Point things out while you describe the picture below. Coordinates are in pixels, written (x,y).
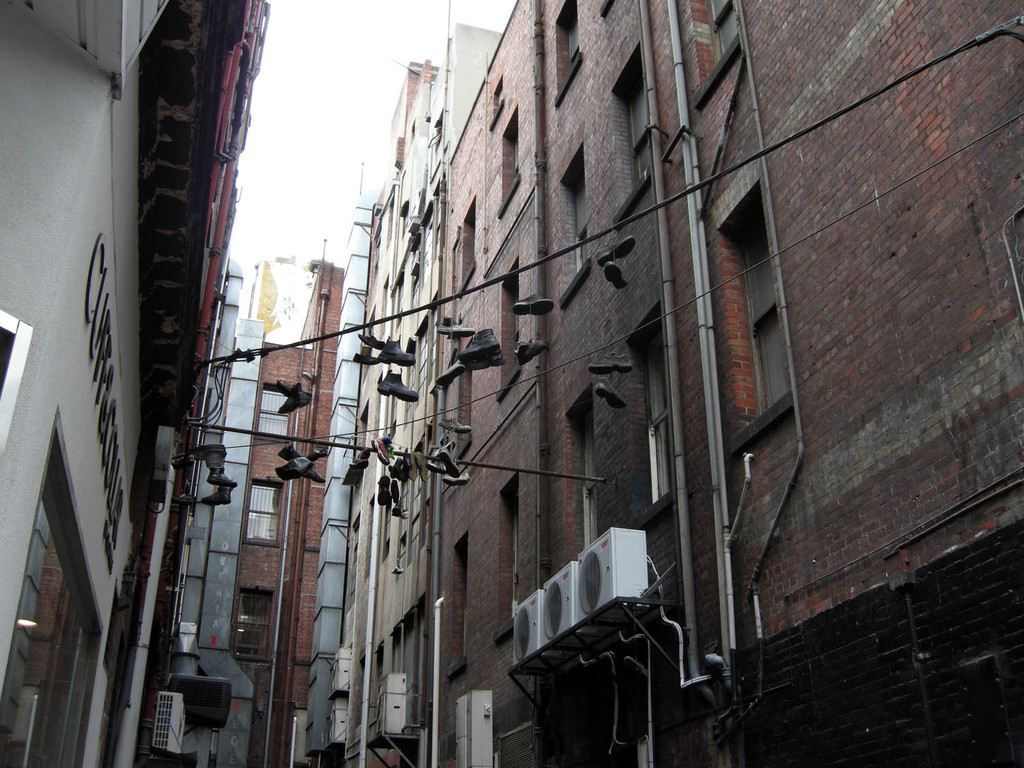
In this image I can see few buildings (354,500), number of windows (53,624), few pipes (721,439), few wires (670,197) and here I can see number of shoes (395,467). I can also see few white colour things (466,696) over here.
